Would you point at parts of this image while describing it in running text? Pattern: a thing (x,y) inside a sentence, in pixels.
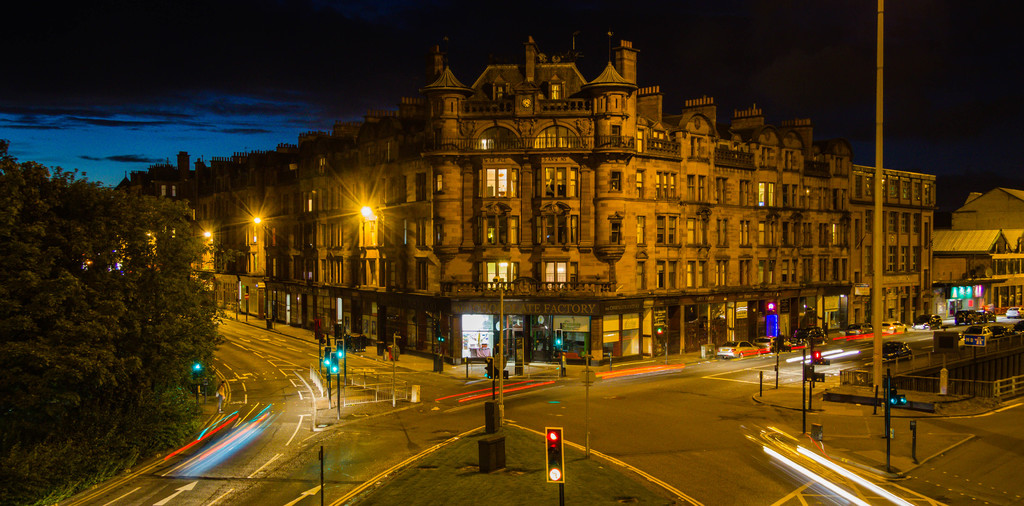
In the picture we can see the night view of the street (631,415) with a huge building (458,342) and near it, we can see roads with traffic lights (783,337), poles (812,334) and beside the road (1000,425) we can see trees (171,209) and on the other side, we can see some poles (880,371) and in the background (316,73) we can see a sky (174,103) with some part blue in color and some part is dark.
